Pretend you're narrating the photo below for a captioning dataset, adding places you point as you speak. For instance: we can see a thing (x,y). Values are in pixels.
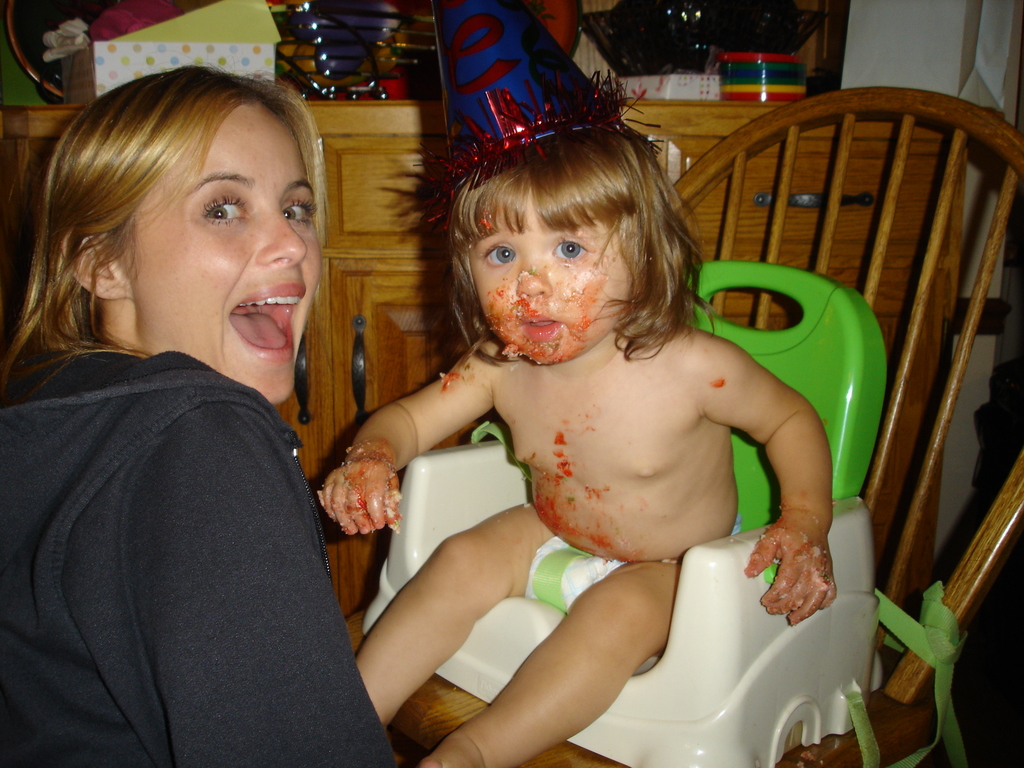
In this image there is a woman (257,262) towards the left of the image (174,212), there is a girl (386,428) sitting on the chair (747,466), she is wearing a cap (530,83), there is a cupboard (414,255), there are objects (690,59) on the cupboard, there is the wall (980,344).
